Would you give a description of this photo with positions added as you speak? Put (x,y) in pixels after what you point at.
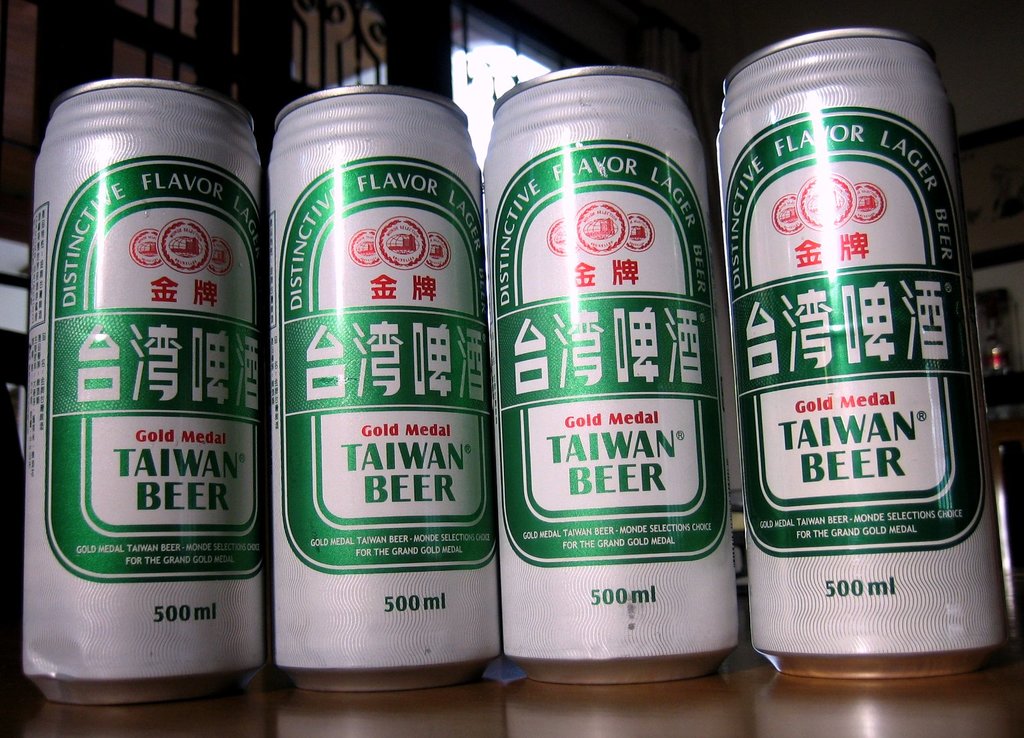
In this picture there are beer tins (709,228) in the center of the image (452,291) and there are windows (147,35) in the background area of the image (130,65).
